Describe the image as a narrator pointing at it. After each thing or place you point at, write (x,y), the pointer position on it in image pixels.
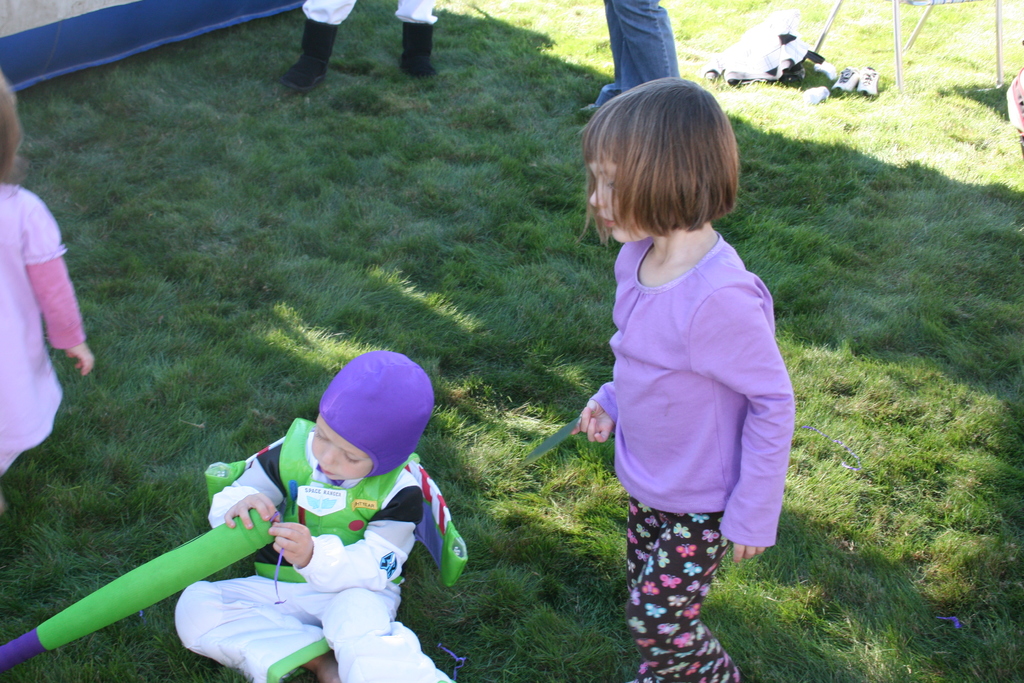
In this picture we can observe three children (327,441) on the land (279,296). There is some grass (479,248) on the land (546,248). We can observe two persons (634,19) standing in the background (613,36). One of the children (371,559) is sitting on the land (234,377) and holding a green color baseball bat (163,580), wearing violet color helmet (365,419) on their head (365,471).
